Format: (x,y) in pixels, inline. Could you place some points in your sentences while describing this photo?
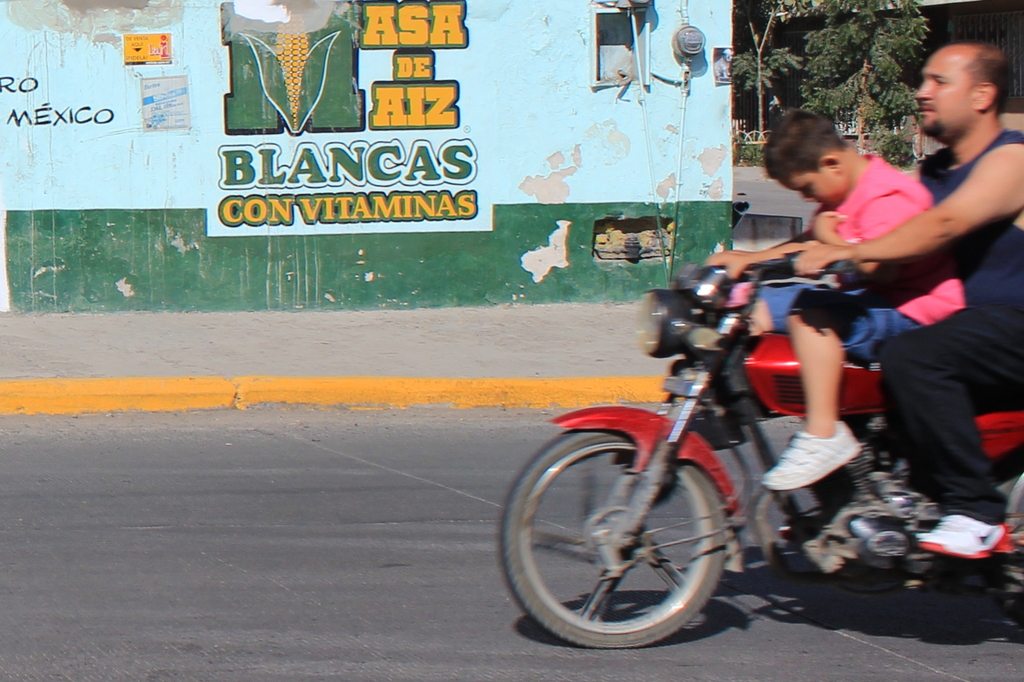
On the background we can see a wall (636,136) and trees (876,30). This is a road (263,567) and here we can see a man (954,141) and a boy (897,301) sitting and riding a bike (774,341).
